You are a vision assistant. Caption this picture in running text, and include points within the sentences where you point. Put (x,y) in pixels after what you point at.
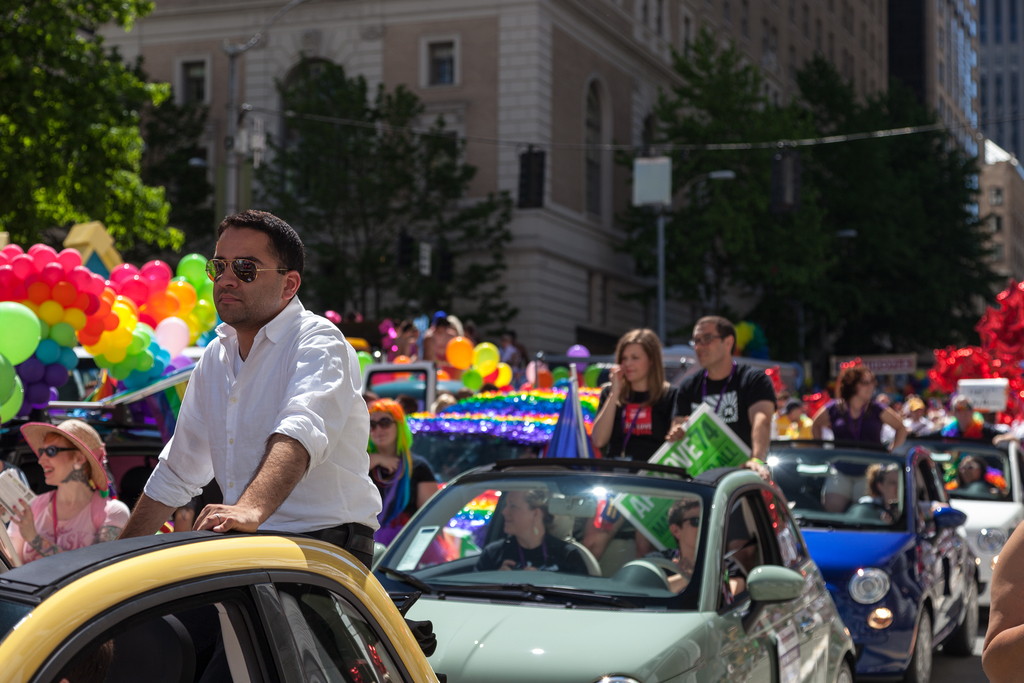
In this images there are group of persons (321,410). In the center (632,450) two persons (532,538) are sitting in a car (656,553) in the front (588,549), and two persons (674,418) are sitting in a car (665,472) back side. In the front (199,606) the man (302,416) with a white shirt (305,400) is standing in a car (273,627). In the background (570,182) there is a building (580,122), some trees (867,176). At the left side (128,278) there are balloons (109,302), woman (61,497) is having smile on her face (54,478). At the right side (979,514) there is a white car (990,501).
